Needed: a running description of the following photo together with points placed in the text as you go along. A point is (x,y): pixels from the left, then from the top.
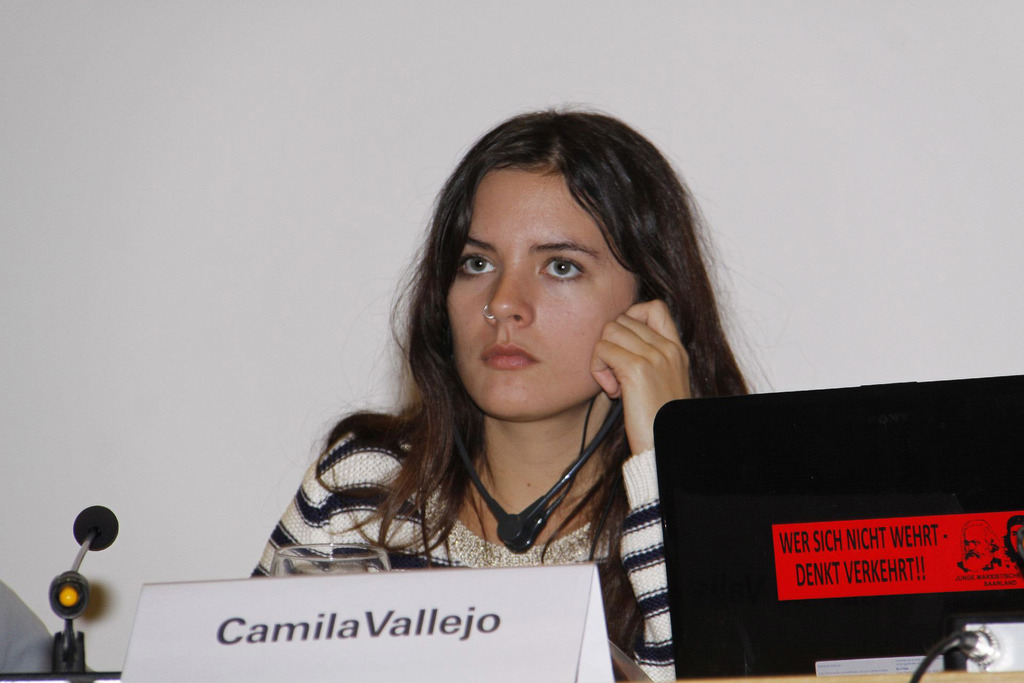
In this image in the center (654,331) there is one woman (596,363) who is sitting and beside her there is one laptop (719,550) and a name board (309,637), on the board (325,618) there is some text (265,618) and in the background (81,114) there is a wall (121,204). On the left side (62,646) there is another person (18,651) and some object (83,550).
